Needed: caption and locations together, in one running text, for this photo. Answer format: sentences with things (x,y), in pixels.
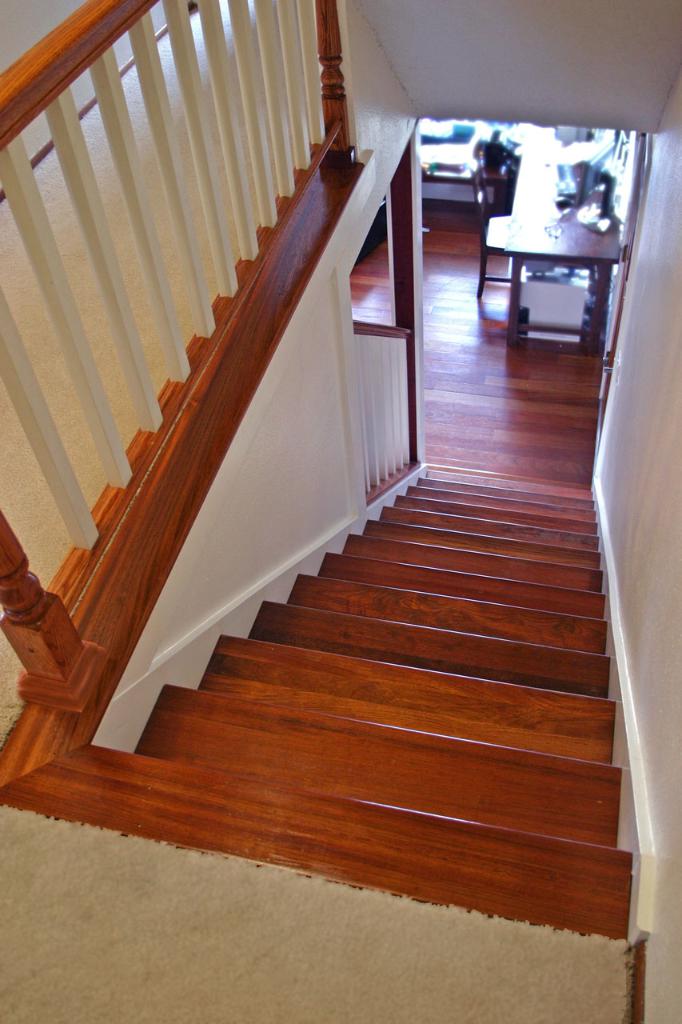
In this image we can see stairs (519,672), table (517,215), chair (506,200).
